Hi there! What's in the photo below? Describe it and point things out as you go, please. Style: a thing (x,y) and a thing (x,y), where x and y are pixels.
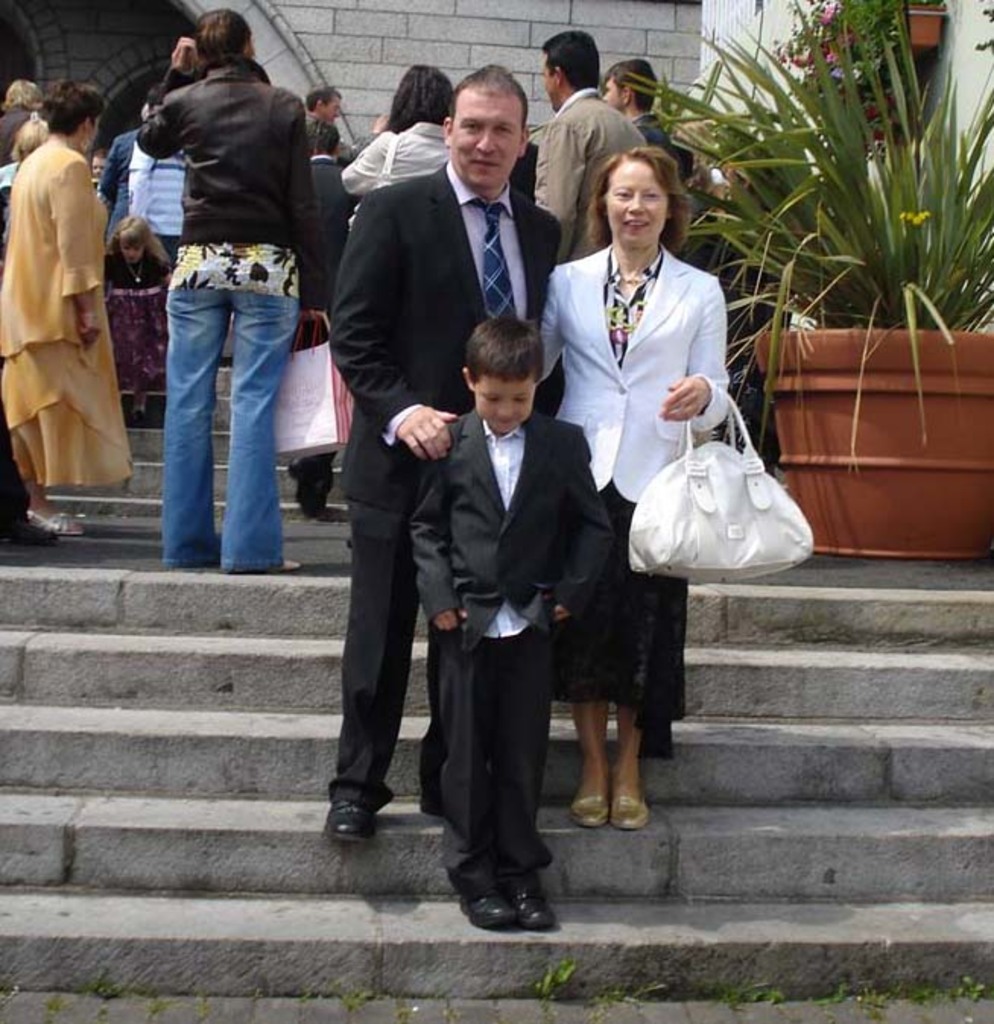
In this image I see a man (374,620) and a woman (636,379) and both of them are smiling, I can also see a child (517,339) over here and they are on the steps (956,607). In the background (257,487) I see few people (14,498) and a plant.
